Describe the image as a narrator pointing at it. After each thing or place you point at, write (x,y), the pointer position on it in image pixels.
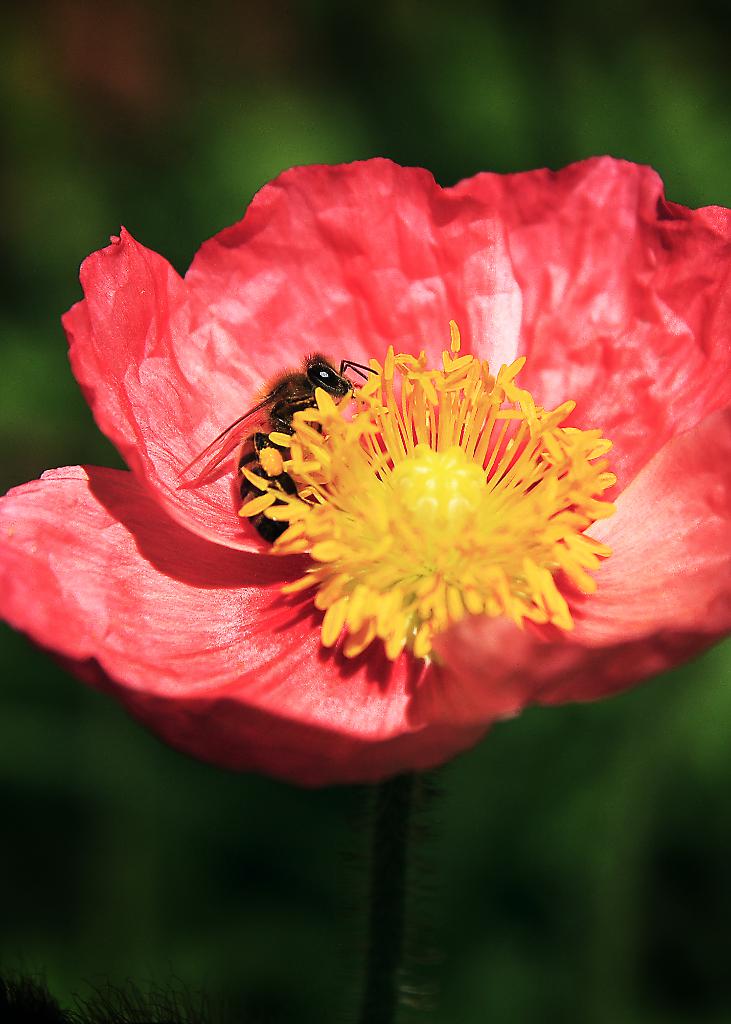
In the image there is a pink flower (302,475) with a honey bee (279,425) in it. And there is a blur background (418,2).
